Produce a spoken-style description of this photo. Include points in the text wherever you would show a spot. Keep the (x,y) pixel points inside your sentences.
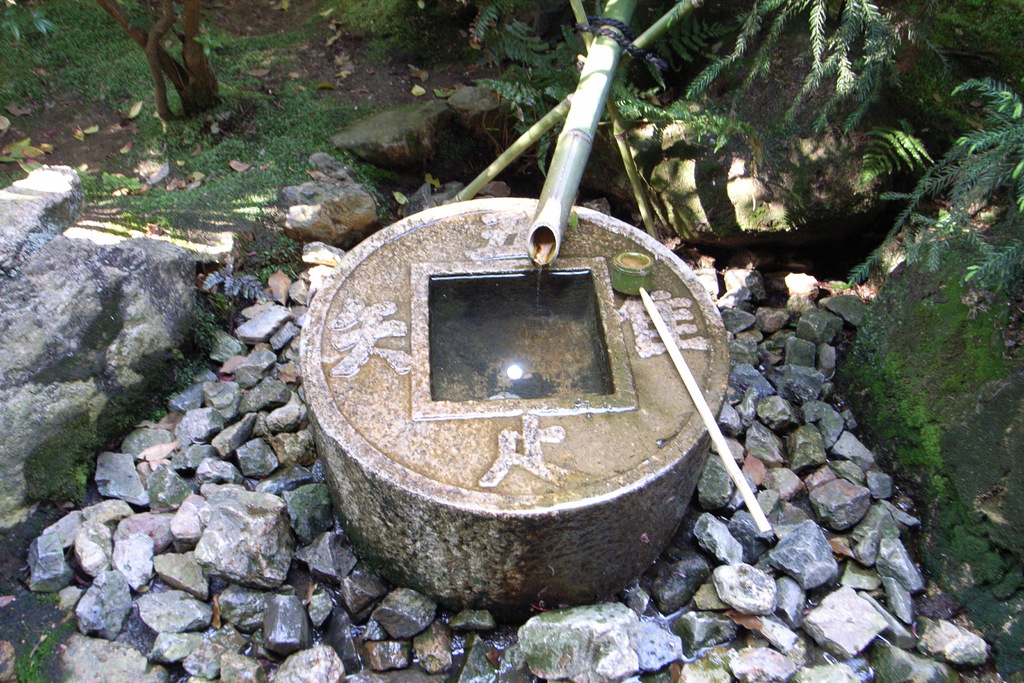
In the center of the image (497,340) there is a stone structure (416,309) with some text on it. At the bottom of the image (375,615) there are stones (332,566). In the background of the image (173,115) there are plants (152,77) grass (184,158) and dried leaves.
